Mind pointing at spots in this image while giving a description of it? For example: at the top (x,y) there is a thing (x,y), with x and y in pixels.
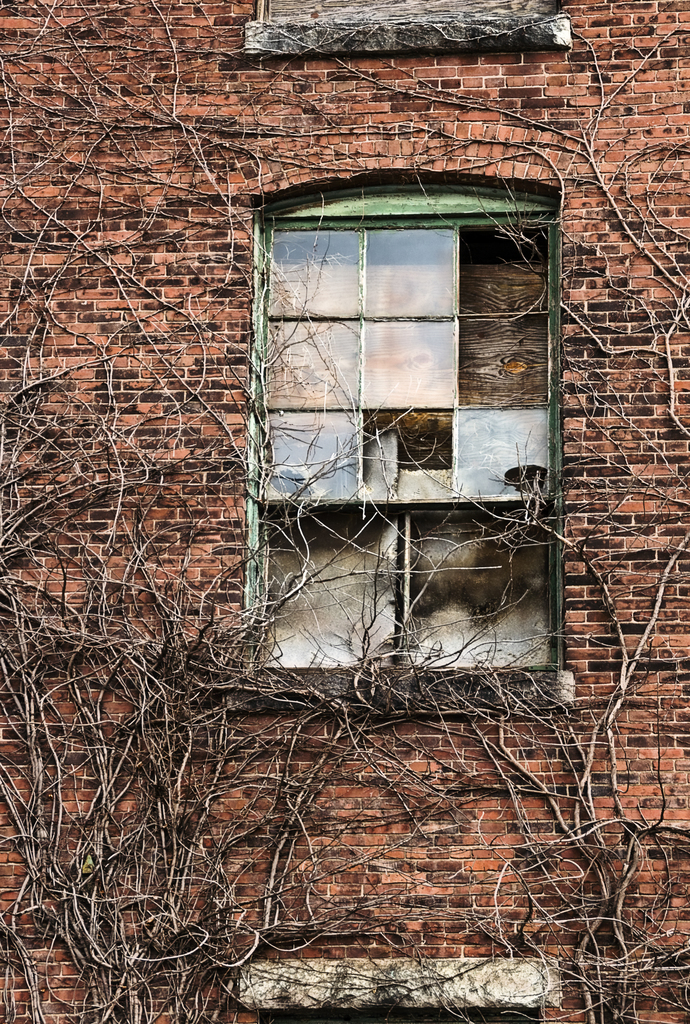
In this image few creepers (168,935) are on the wall (260,117) which is having windows (327,408).
